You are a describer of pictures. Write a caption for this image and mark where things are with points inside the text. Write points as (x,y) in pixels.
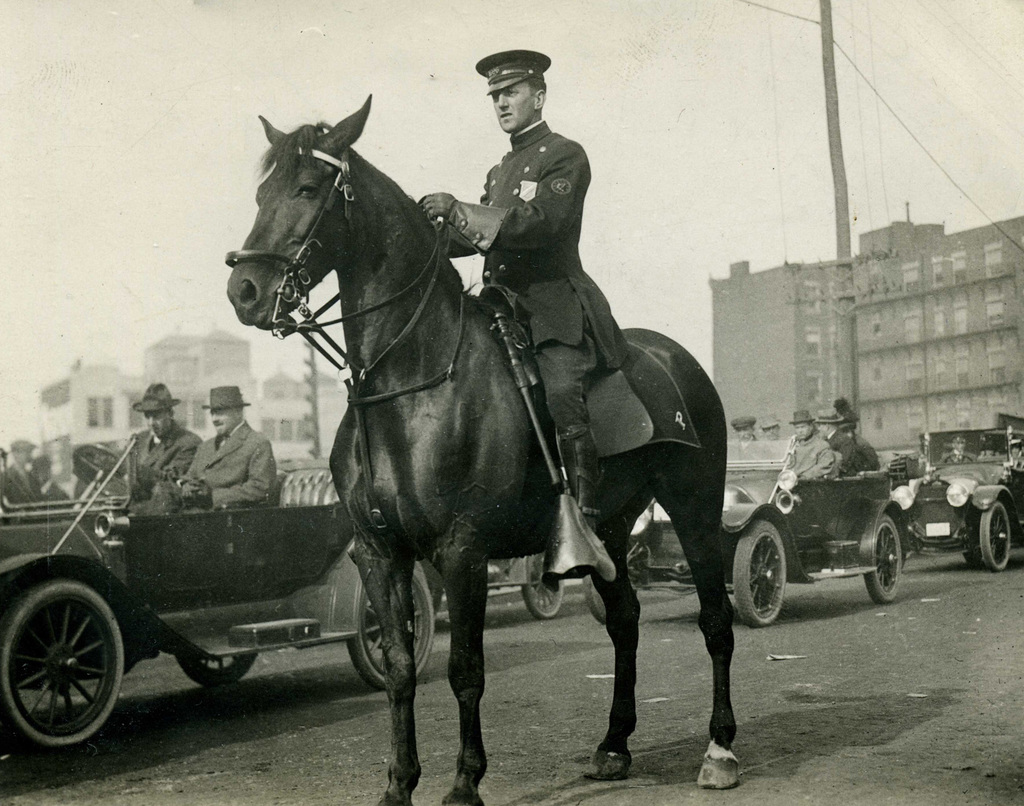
In this picture there is a man (532,336) who is sitting on the horse (465,457). There is a car (239,516) in which two men (214,440) are sitting. At the background (877,324) there is a building (793,297) and a pole (838,163).
